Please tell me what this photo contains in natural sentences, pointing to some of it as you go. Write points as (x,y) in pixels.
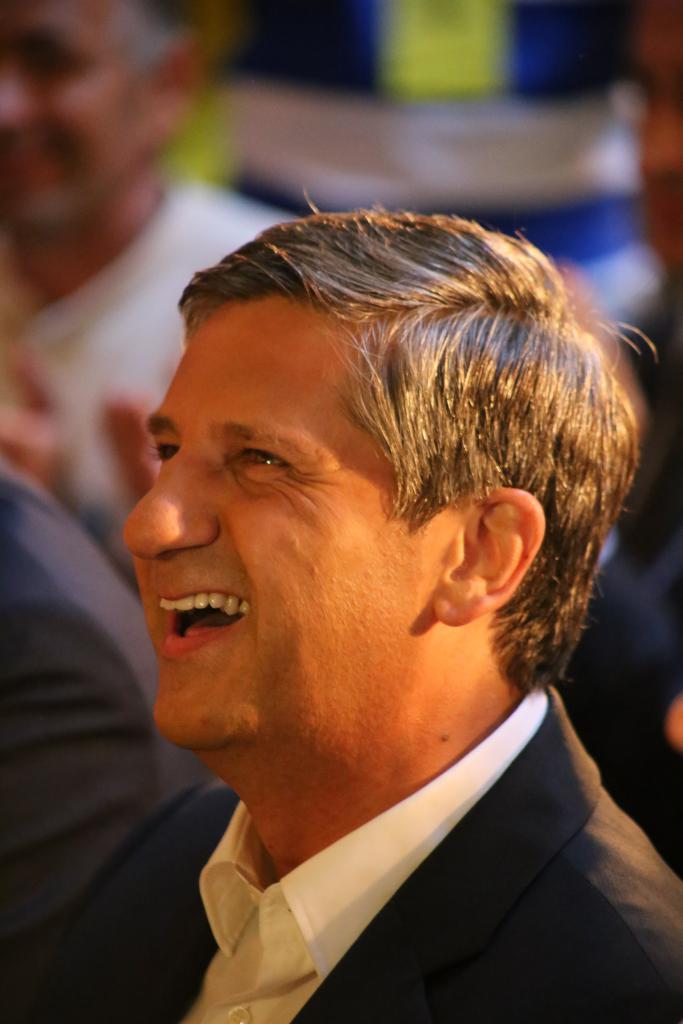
In the foreground of this image (201,952), there is a man (416,829) wearing coat (401,917) and having smile (207,614) on his face (173,612). In the background (93,147), there are men (648,306) blur.
